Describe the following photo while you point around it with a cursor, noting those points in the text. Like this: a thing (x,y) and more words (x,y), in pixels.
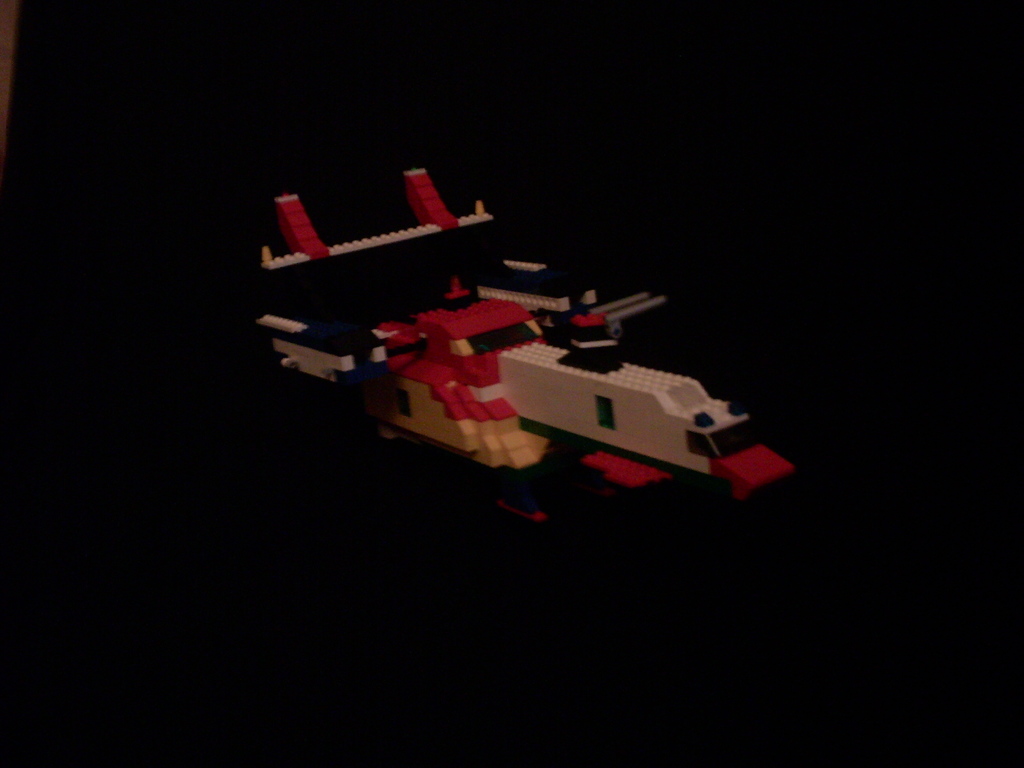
In this image we can see a toy (556,385) and a dark background (573,692).
